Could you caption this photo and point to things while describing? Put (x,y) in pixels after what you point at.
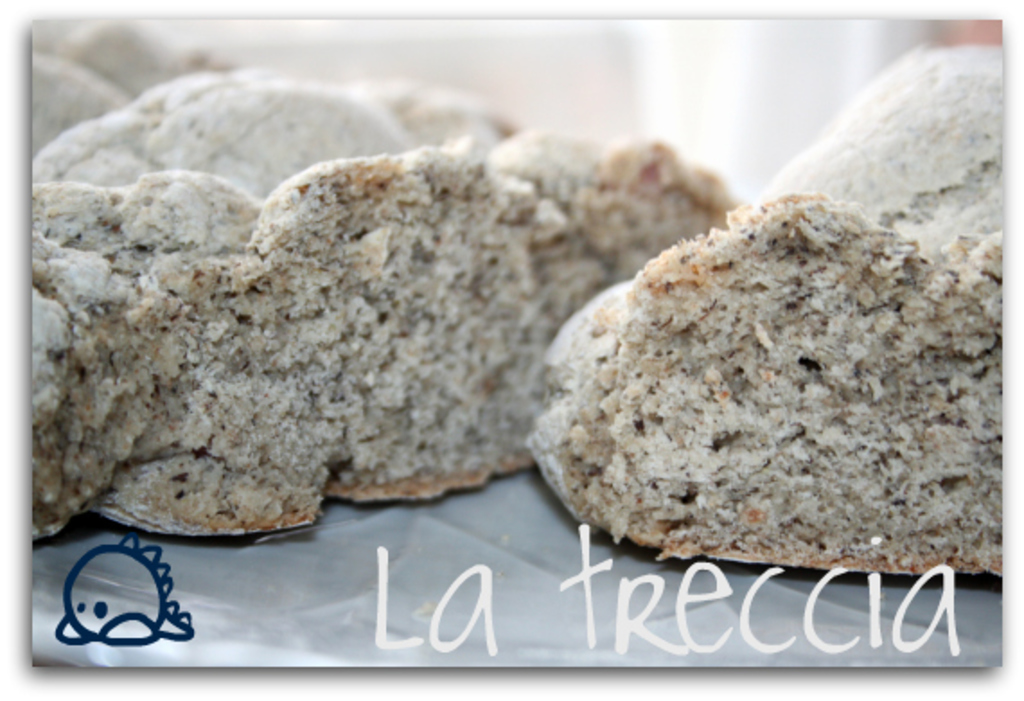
At the bottom of this image (872,592), there are watermarks (895,634). In the middle of this image (629,441), there are food items (899,290) arranged on a surface (338,549). And the background (271,50) is blurred.
